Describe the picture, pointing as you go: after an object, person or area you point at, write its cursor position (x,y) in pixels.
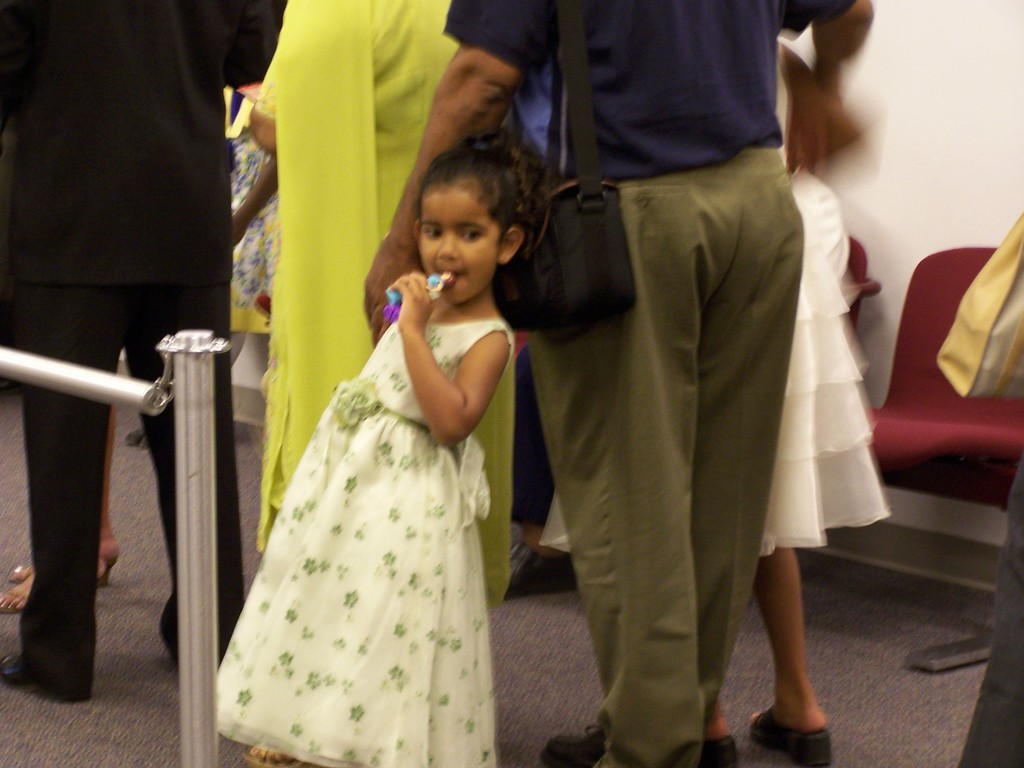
In this image we can see people (441,241). In the center (495,308) there is a girl (474,444) standing and holding an object (435,286). On the left (166,369) there is a railing (186,445). In the background (880,399) there are chairs (902,344) and a wall (921,181).
